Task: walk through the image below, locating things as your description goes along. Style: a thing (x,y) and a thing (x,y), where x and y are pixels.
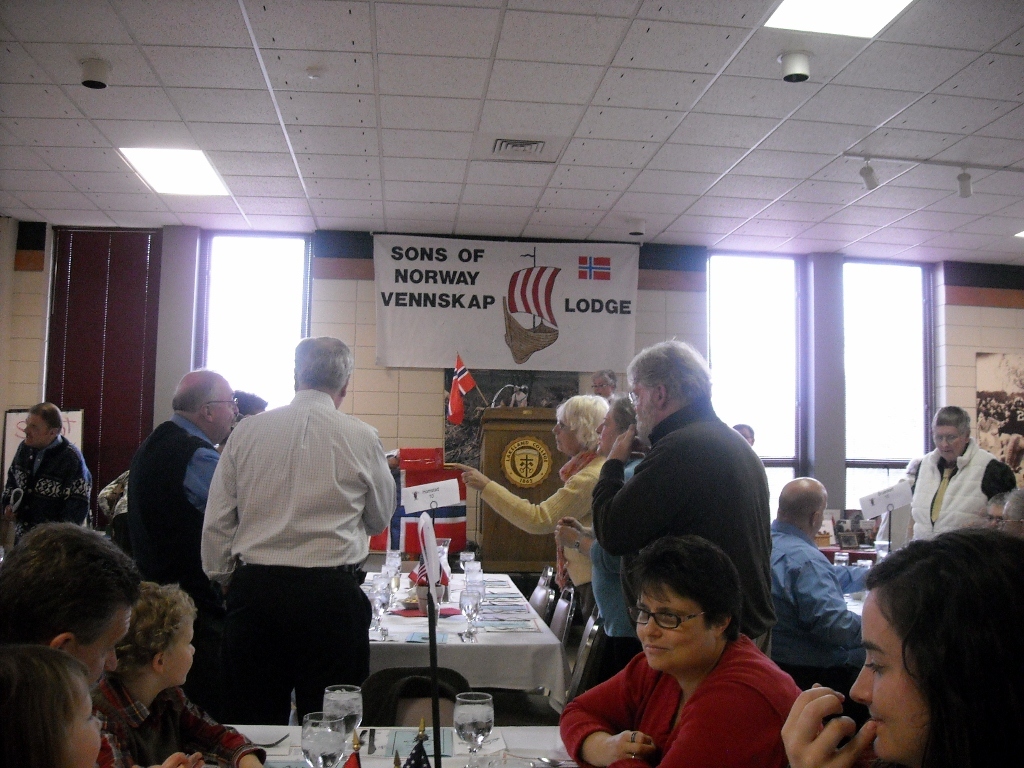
Here some people (637,544) are standing and some people (775,739) are sitting, there are tables (361,749) and chairs (594,635), there are glasses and these are windows (730,359).
